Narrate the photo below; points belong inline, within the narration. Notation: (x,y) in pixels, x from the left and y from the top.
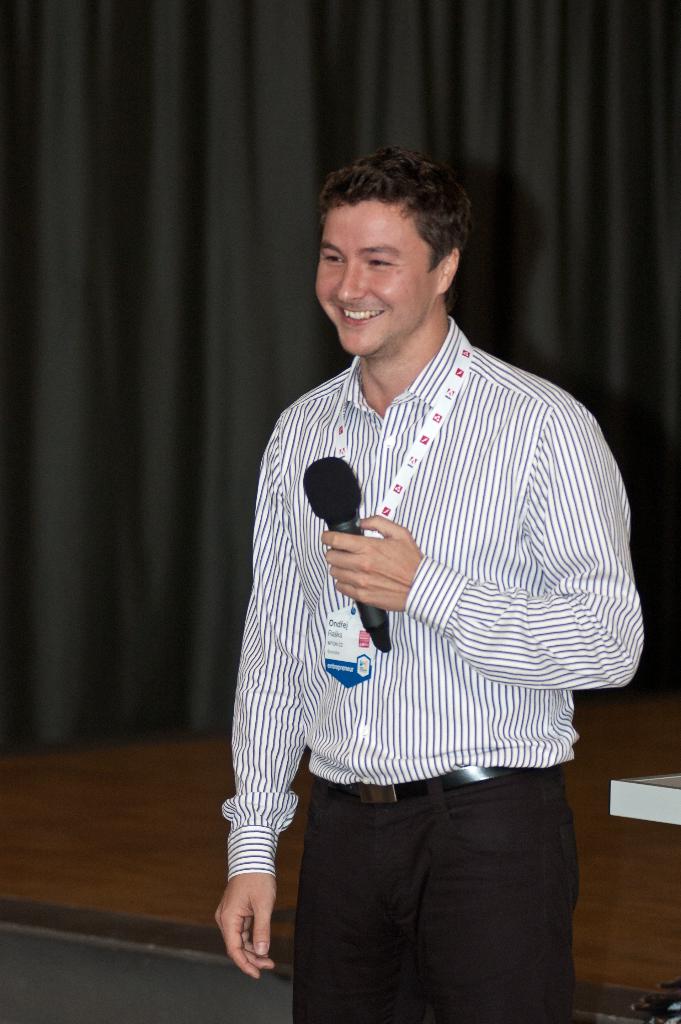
In this picture we can see a man (334,545) holding a microphone (350,499). Behind the man (421,643), there is a curtain (200,704) and it looks like a stage (590,818).
